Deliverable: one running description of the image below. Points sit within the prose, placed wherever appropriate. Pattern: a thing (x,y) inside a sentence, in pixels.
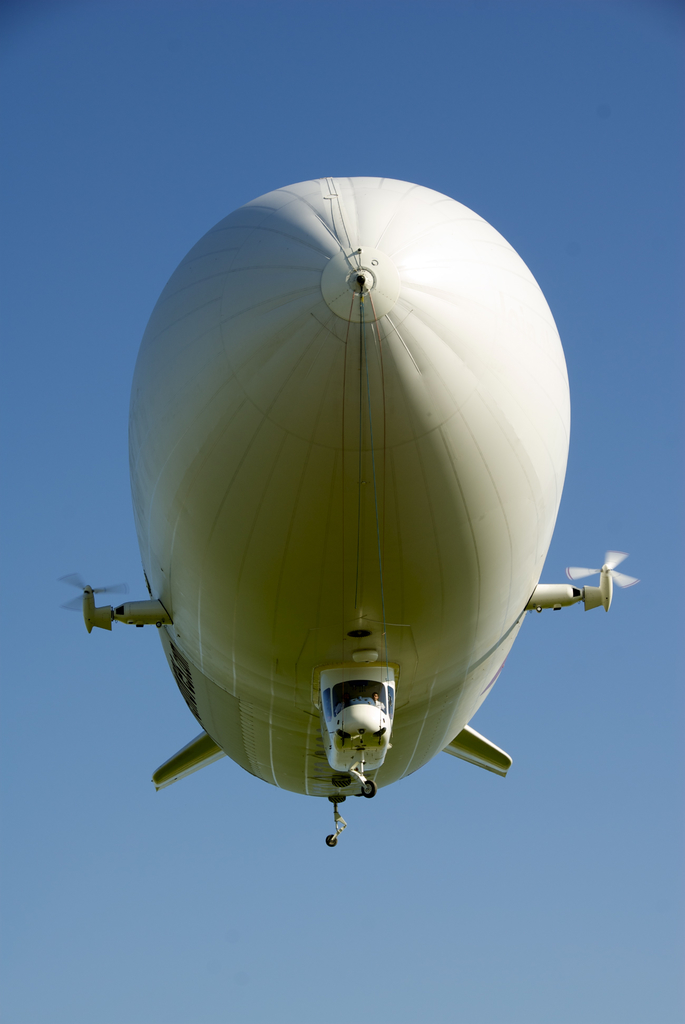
In this picture I can see airship (204,690) and I can see blue sky (422,173).
